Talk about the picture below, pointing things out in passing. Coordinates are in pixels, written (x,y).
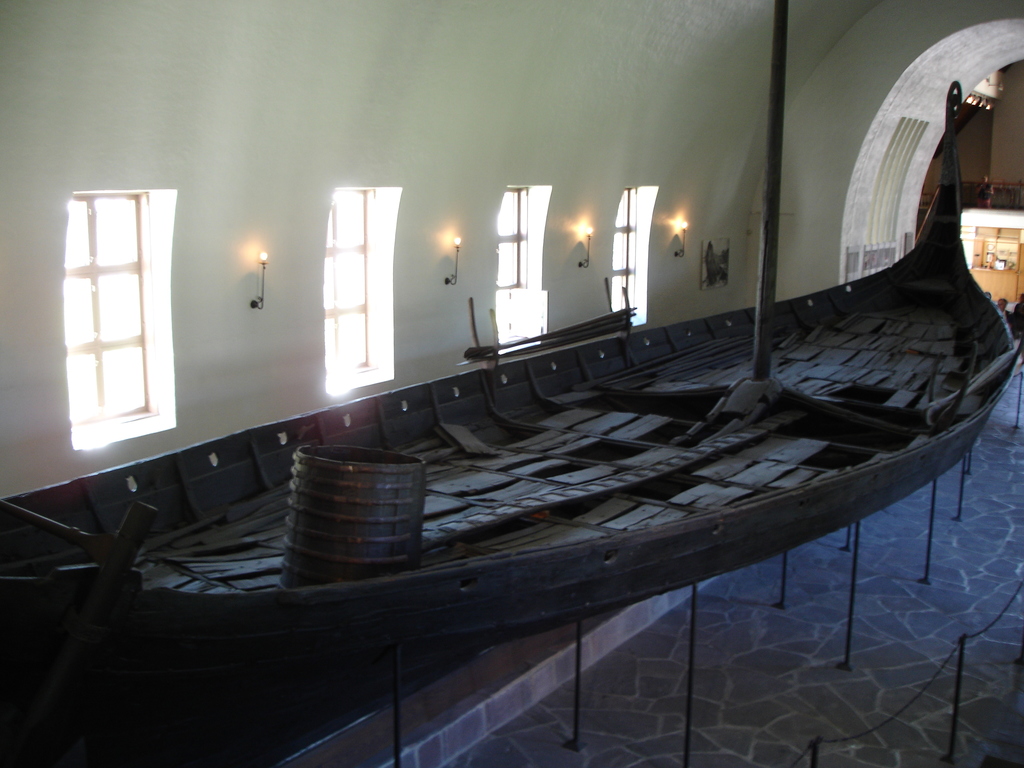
In this image, we can see a boat (639,441) on stand (929,526). There are windows (124,271) and lights (682,229) in the middle of the image (622,273). There is a barricade stand (961,678) in the bottom right of the image (954,746).
